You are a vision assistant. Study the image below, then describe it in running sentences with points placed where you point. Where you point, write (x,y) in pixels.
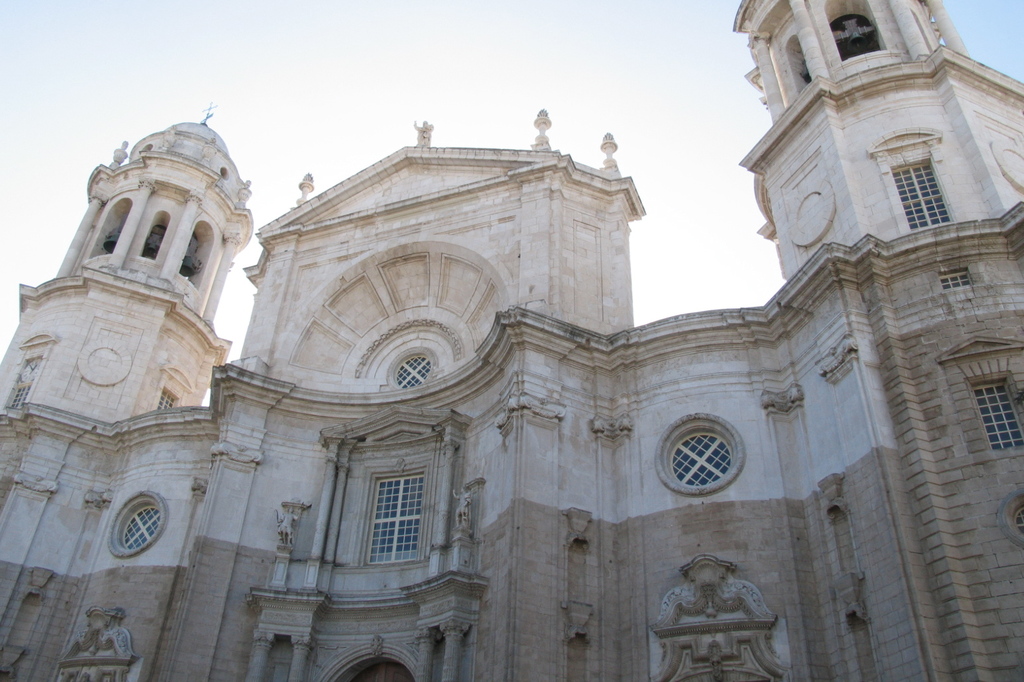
In this image I can see a building (475,466) which is brown and cream in color, few windows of the building (646,455) and few bells (865,43) in the top of the building (199,214). In the background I can see the sky (669,108).
